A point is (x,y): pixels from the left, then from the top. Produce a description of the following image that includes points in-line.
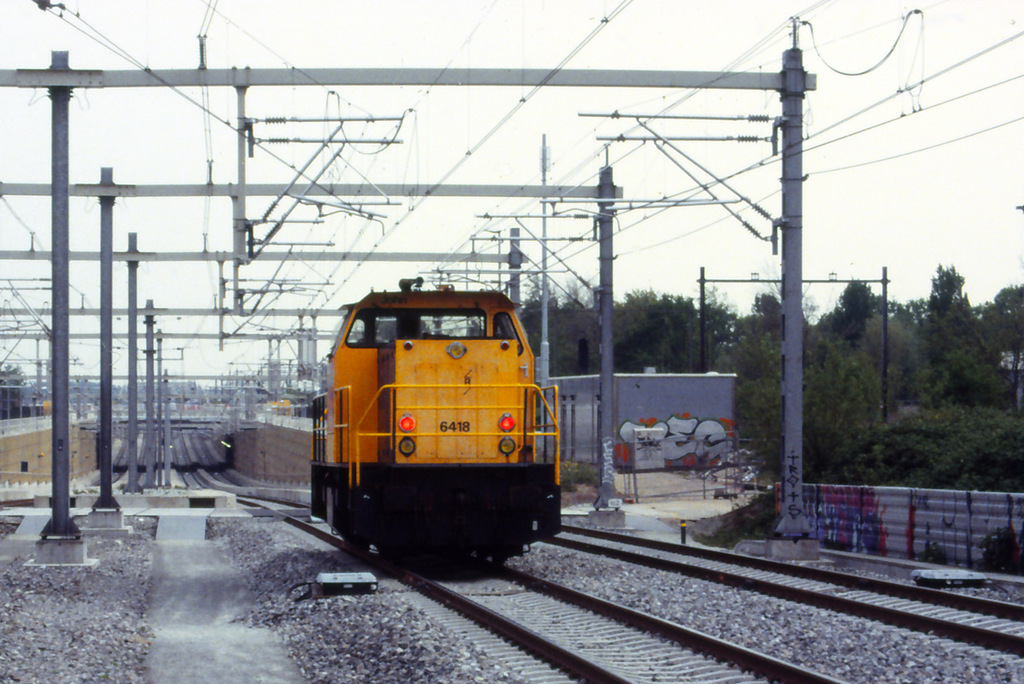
At the center of the image (449,405) there is a train (479,428) on the track (628,634). On top of the train (375,303) there are some metal structure (57,228) and utility poles (798,348). On the right side of the image (815,348) there are some trees (836,398). In the background (912,196) there is a sky (911,238).
